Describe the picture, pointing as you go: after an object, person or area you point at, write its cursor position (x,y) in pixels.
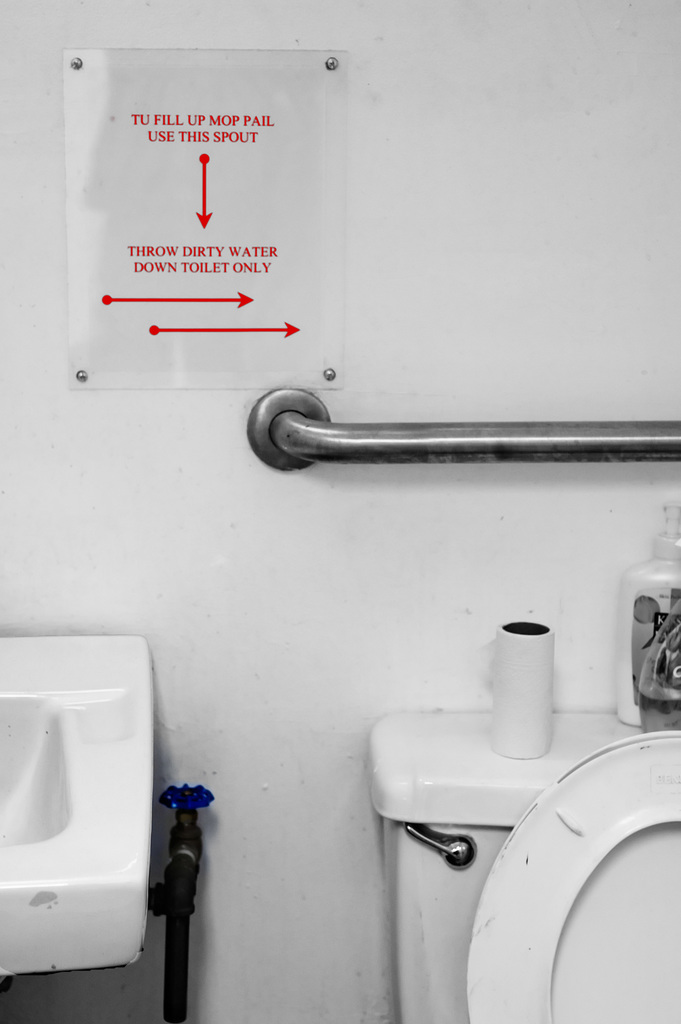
In this picture there is a wash basin (72,821) in the left corner (53,792) and there is a white color commode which has few objects (663,679) placed on it is in the right corner (583,940) and there is an iron handle (507,442) attached to the wall (515,413) above the commode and there is something written above the handle (532,436).
